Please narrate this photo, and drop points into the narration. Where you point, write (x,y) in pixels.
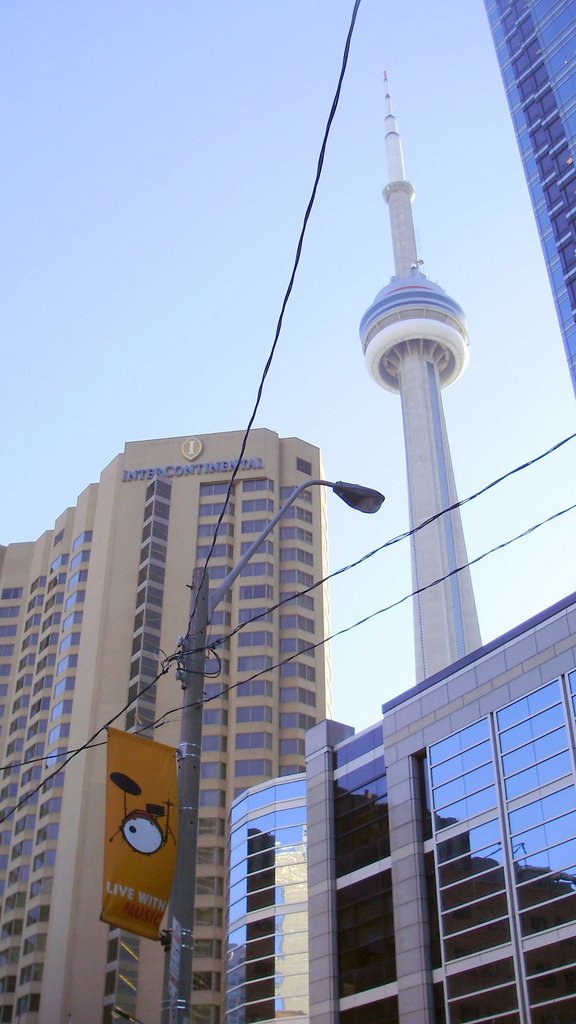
There are three tall buildings (548,151) and in front of the middle building (220,550) there is a current pole (206,610) and many wires (183,655) are attached to the pole (259,539), behind the middle building (337,800) there is a very tall tower (435,390) and it is of white and blue color. In the background (199,208) there is a sky (282,190).
